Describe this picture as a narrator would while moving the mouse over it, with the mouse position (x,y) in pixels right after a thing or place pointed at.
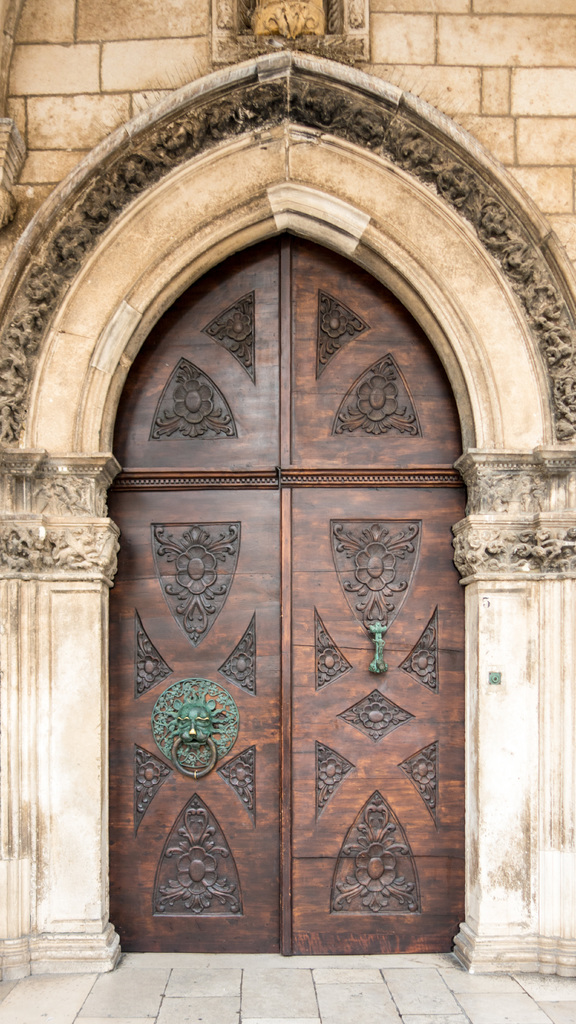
In the image there is a door (180,483) below the wall (447,76) and around the door (239,258) there is an arch (407,218) it is having some carvings (25,493), the door (350,707) is closed.
